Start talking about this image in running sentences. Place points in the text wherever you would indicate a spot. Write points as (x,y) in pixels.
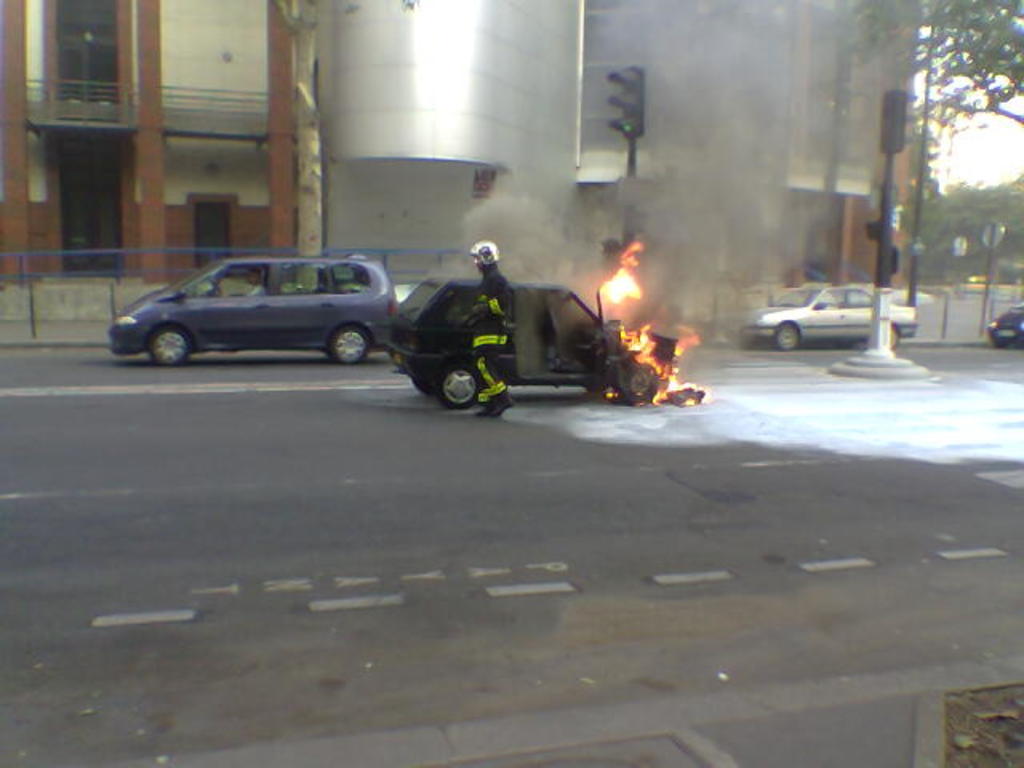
In this image we can see a few vehicles (632,369) on the road (529,645), among them one vehicle (571,363) is burning, there are some poles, traffic lights (615,113), trees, people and a building (617,154), in the background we can see the sky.
